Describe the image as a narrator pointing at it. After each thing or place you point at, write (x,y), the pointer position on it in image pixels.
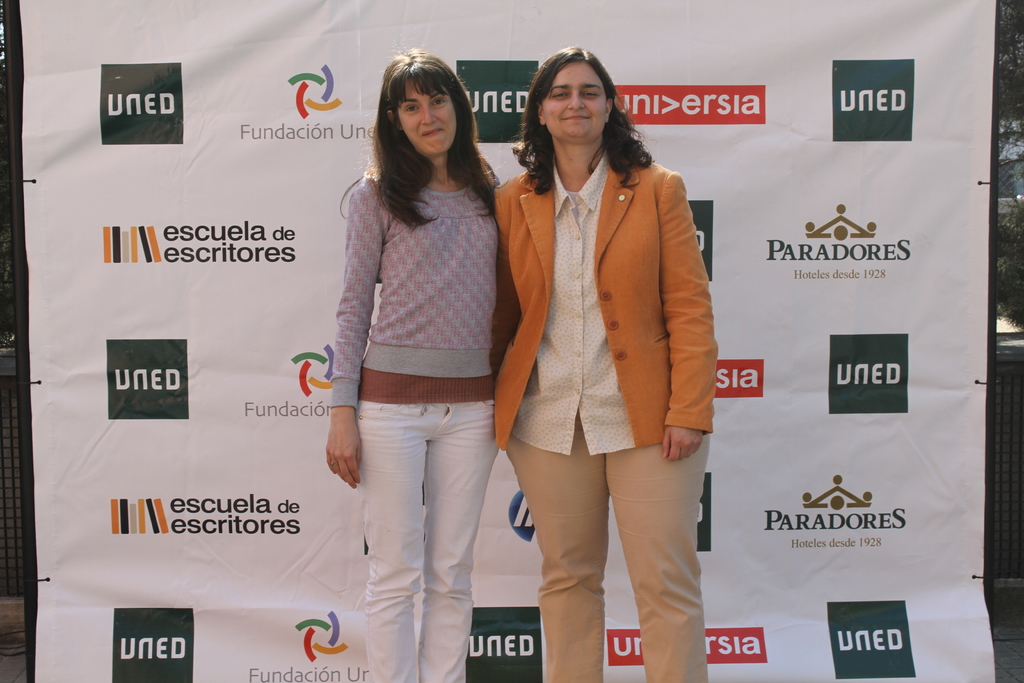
In the image we can see two women (443,349) standing, wearing clothes (497,332) and they are smiling. Behind them, we can see the poster (779,191) and text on the poster (709,265).
